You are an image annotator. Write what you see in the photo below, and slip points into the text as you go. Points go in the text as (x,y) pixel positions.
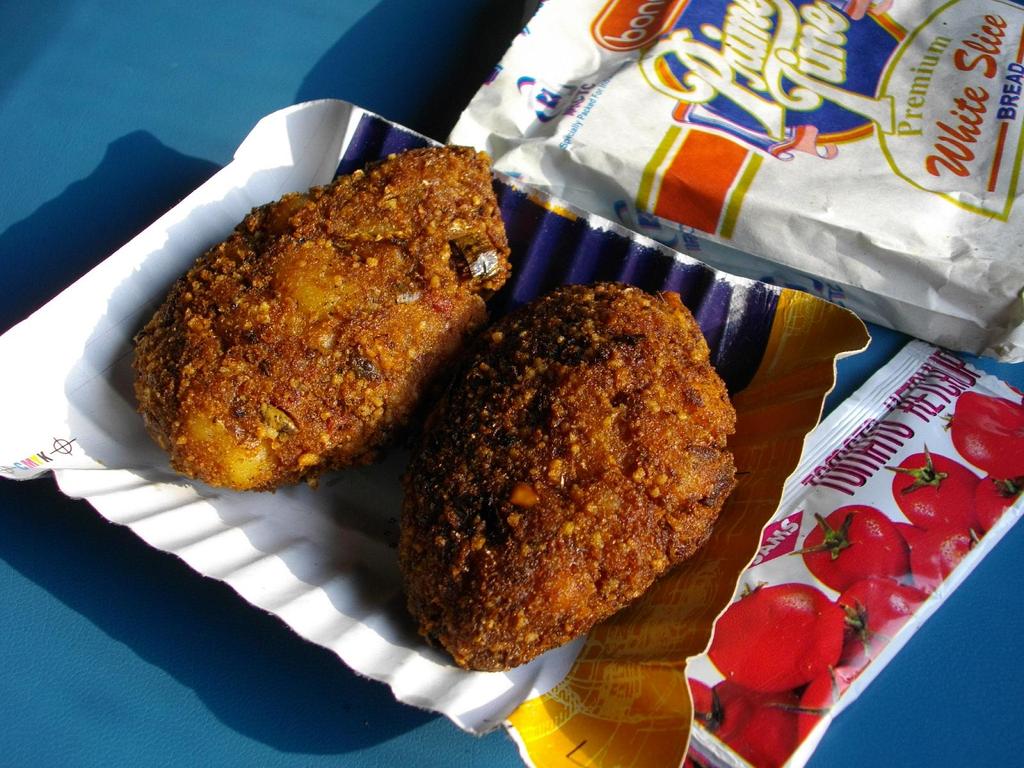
In this image, we can see a paper plate (766,365) contains some food (491,391). There are packets (919,367) on the right side of the image (914,349).
